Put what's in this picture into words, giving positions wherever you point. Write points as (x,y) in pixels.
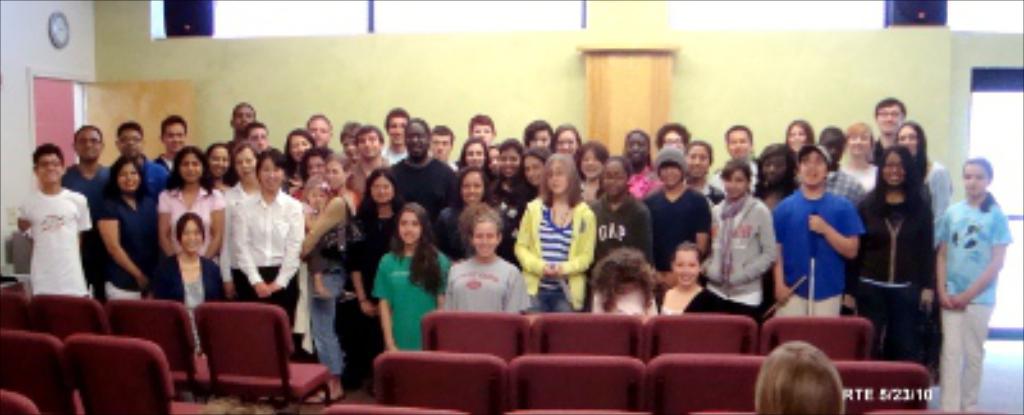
In this image I can see few chairs (159,362) which are maroon in color and number of persons (173,188) are standing and few of them are kneeling down. In the background (291,99) I can see the door (113,102), the wall (302,85) and few black colored objects (190,27).
